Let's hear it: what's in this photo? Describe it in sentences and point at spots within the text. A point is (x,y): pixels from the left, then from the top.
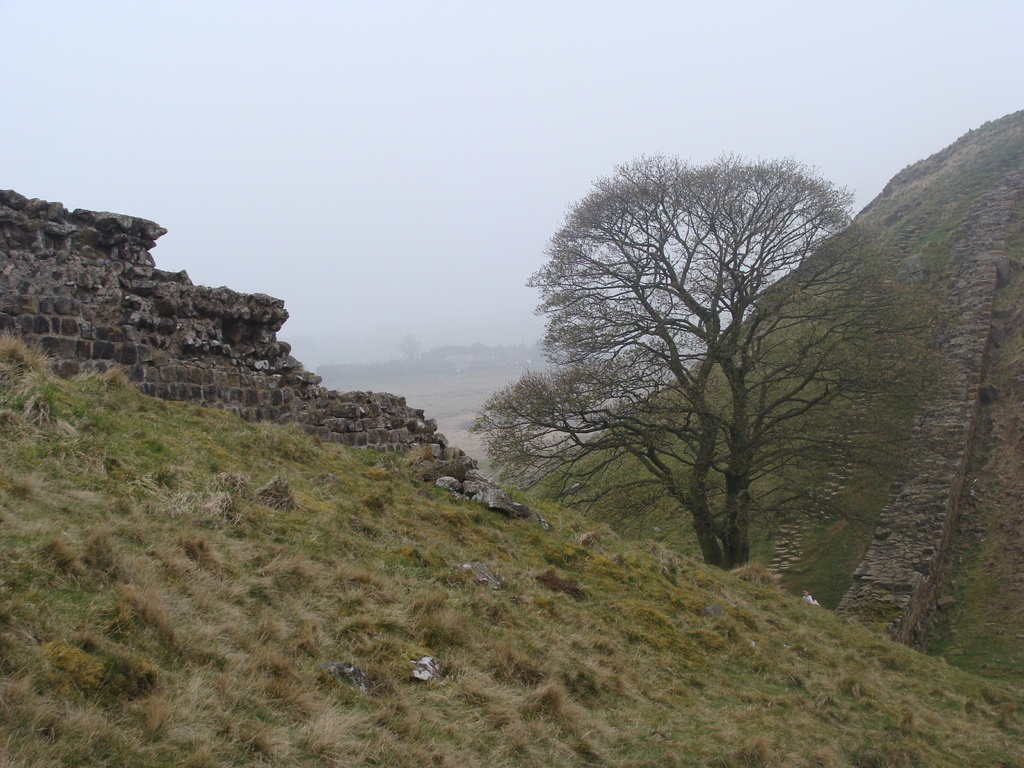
In this image there is a wall (212,330), grass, a tree (650,363), mountains (1020,479) and the sky (383,161).
